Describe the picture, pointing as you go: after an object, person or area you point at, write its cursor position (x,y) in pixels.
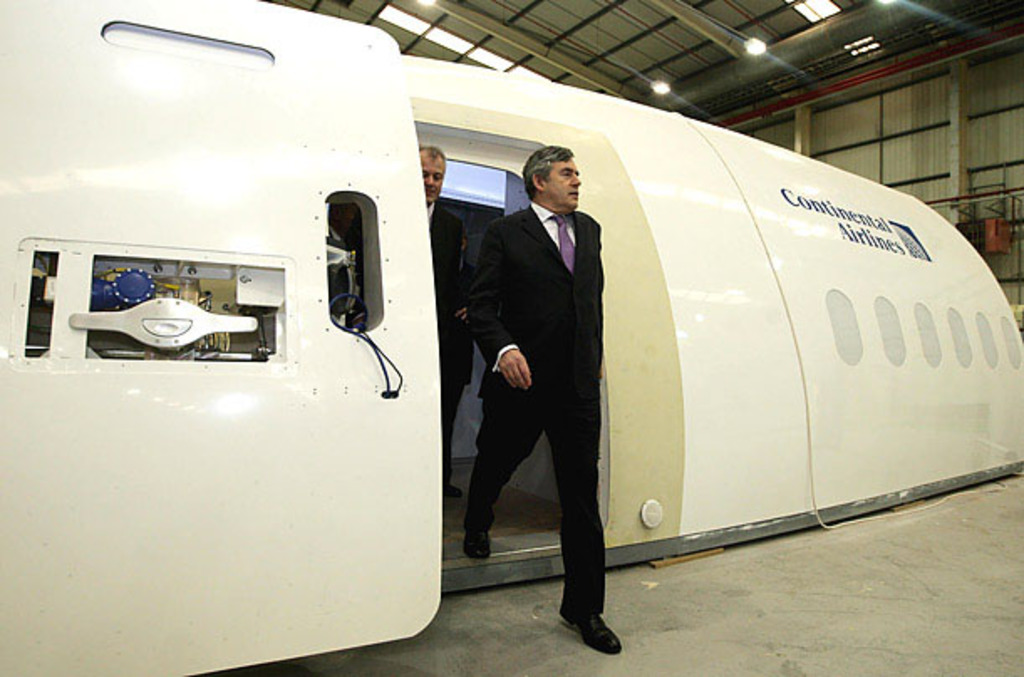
In the center of the image (638,441) there is an aircraft prototype (726,372) and we can see two persons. On the aircraft (709,230), it is written as "Continental Airlines". In the background (841,116) there is a wall (816,114), lights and a few other objects (735,81).
